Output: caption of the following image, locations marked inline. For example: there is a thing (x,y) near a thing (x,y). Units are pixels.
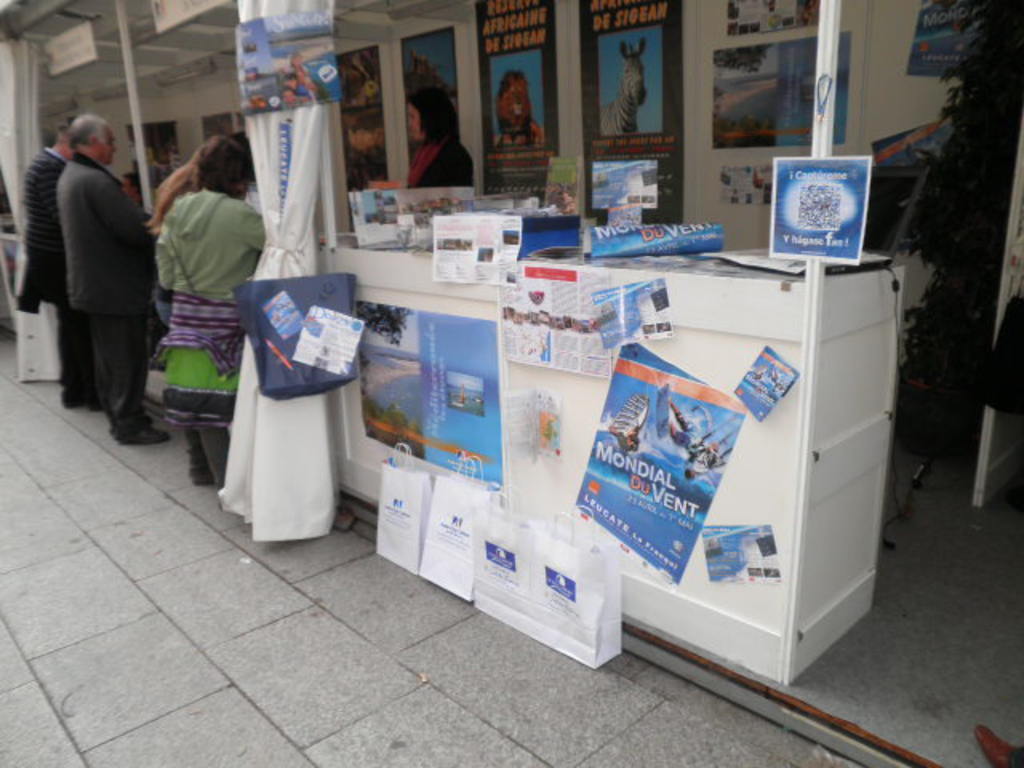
There are few people (206,219) standing. I can see the curtains (297,193) hanging. These are the bags (469,569), which are placed on the floor (641,667). I can see the posters (483,391), which are attached to the table (715,305). This looks like a tree (965,294). I can see few other posters (406,80), which are attached to the wall (690,127). I think these are the name boards (177,10), which are hanging.
